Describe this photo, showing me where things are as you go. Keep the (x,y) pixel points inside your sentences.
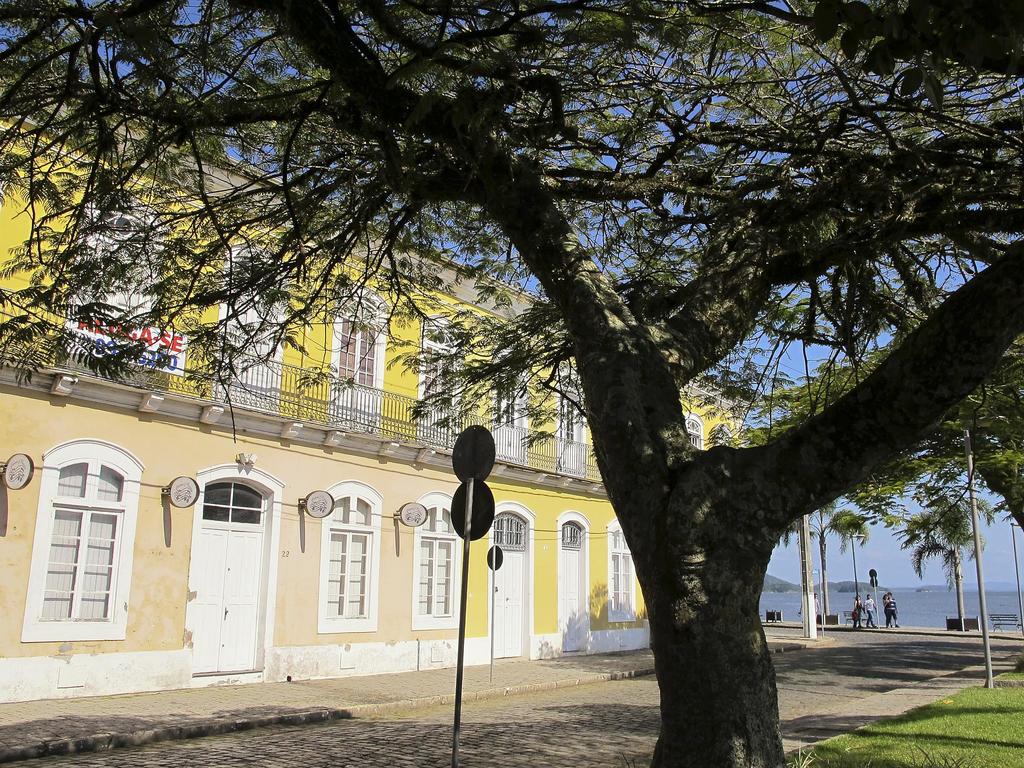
In this image, we can see trees (966,400), poles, boards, building (527,532) with walls (307,580), windows (353,577), doors (232,641) and railings (495,436). Here we can see a banner (149,340). At the bottom (580,715), there is a walkway (611,724) and grass (918,742). Background (897,559) we can see few people (859,607) and sky (844,551).
